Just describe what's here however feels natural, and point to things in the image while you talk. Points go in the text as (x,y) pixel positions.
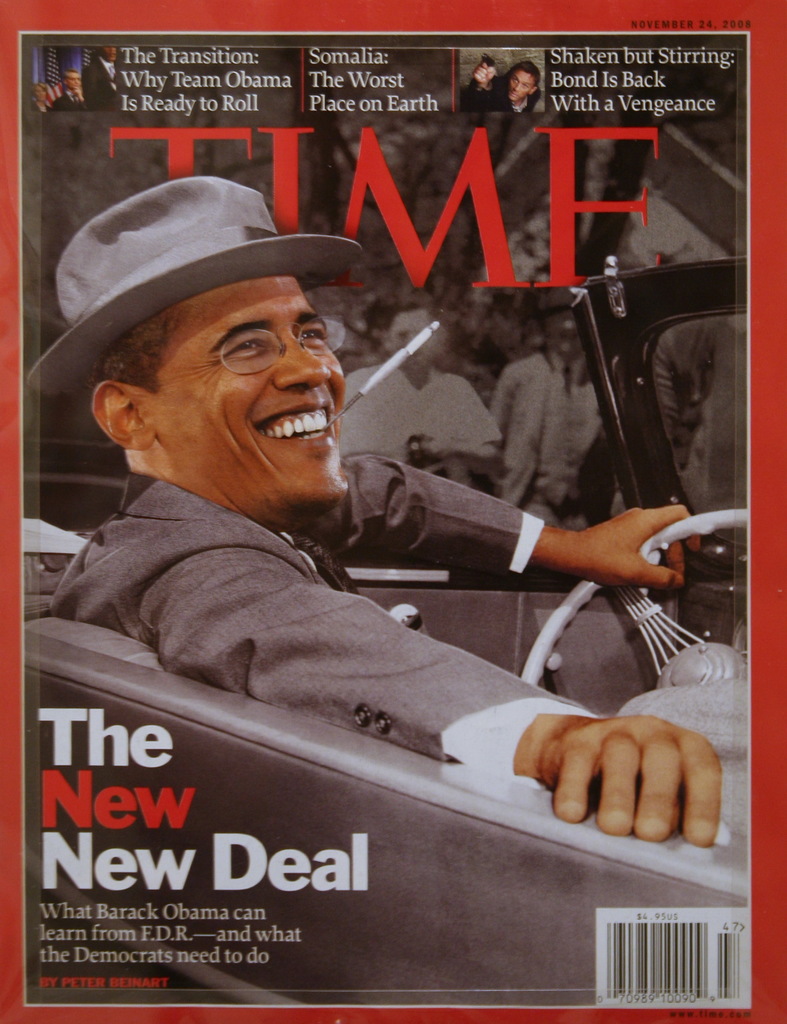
In this image there is a poster (782,992). In the center of the image (327,669) there is a person (636,577) sitting in a car (668,538).
